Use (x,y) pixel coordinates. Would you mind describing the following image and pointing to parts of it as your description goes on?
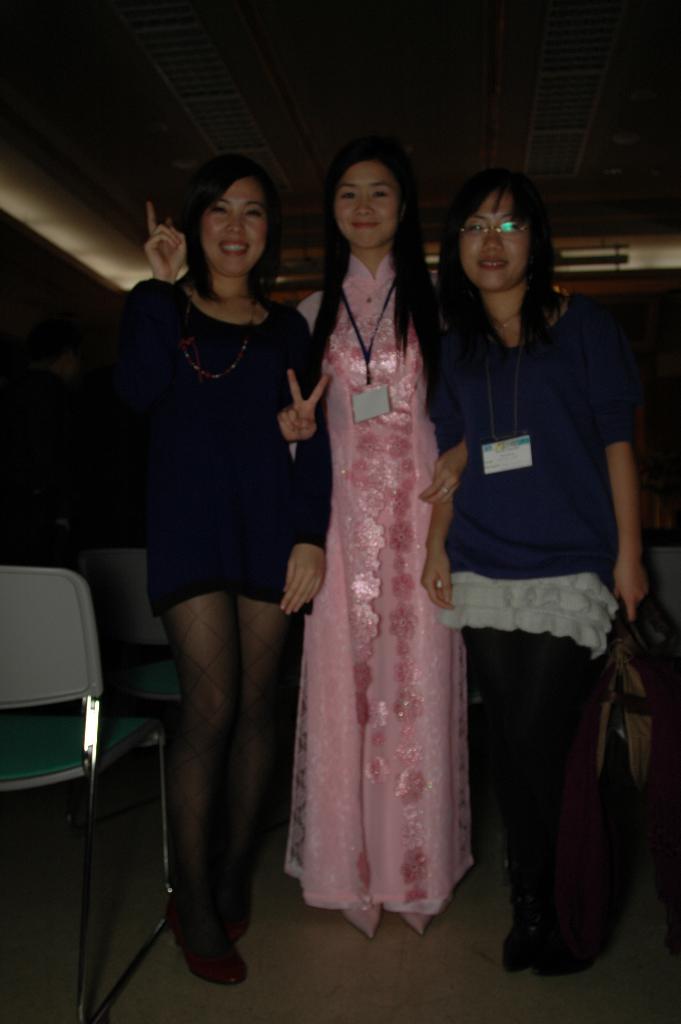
In this image there are three women (404,240) standing and image is clicked inside a room (118,680). To the left (45,702) there is a chair (62,659). And in the middle (383,569) the woman (331,538) is wearing pink color dress (321,657). To the right (589,492) the woman (523,514) is wearing blue color shirt (523,514).
